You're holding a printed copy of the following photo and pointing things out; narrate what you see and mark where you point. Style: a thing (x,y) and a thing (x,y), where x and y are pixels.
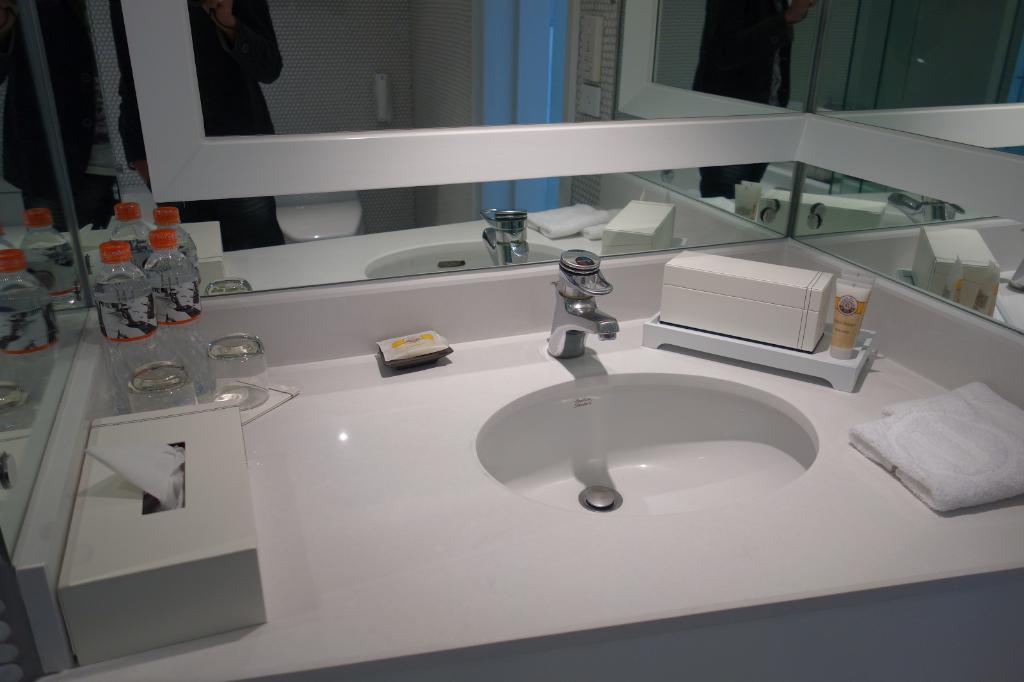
This is a wash basin (584,452) with a tap (566,350) attached to it. I can see a tissue paper box (194,482), two water bottles (108,294), glasses (146,365), box (762,302), towel (899,438) and few other objects (412,357) are placed on the table (392,520). This is a mirror (524,182). I can see the reflection (244,42) of a person (252,120) standing. I think this is a toilet seat (334,202). This looks like a door (538,120).
